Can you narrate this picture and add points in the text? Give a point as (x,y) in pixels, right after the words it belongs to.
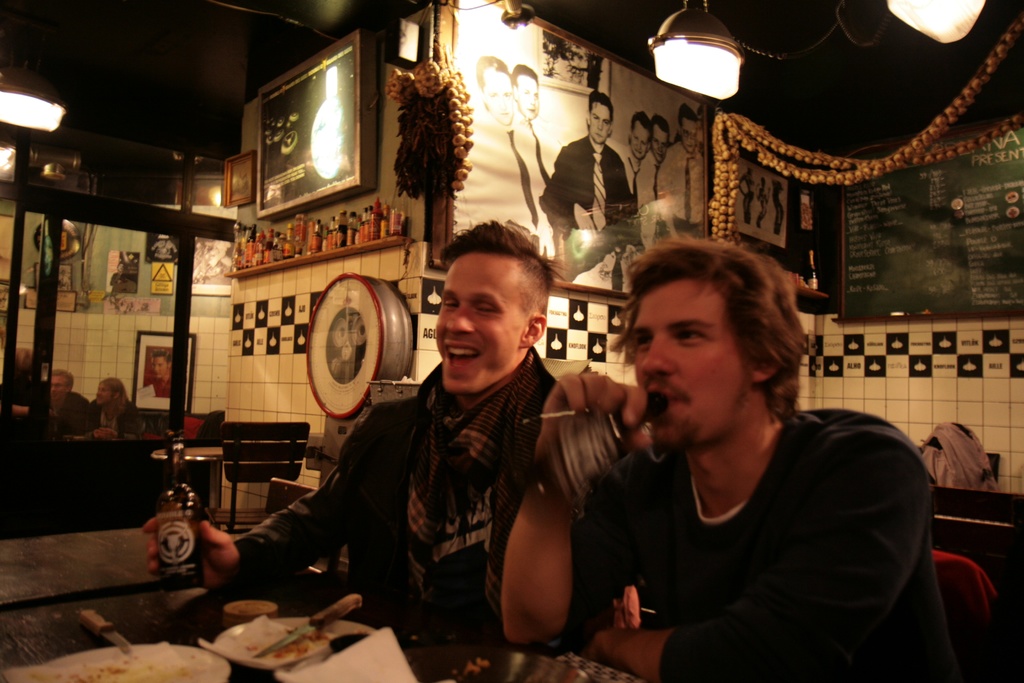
These 2 persons (444,549) are sitting on a chair (982,603). In-front of this person (491,569) there is a table (29,652), on a table (345,617) there is a plate (173,672), knife (292,637) and bottle (197,536). These bottles (243,255) on this shelf (335,254). There are different type of posters (508,137) and pictures (551,190) on wall (388,124). This is a garland (718,129). On top (951,18) there are lights (924,27). Far the persons (128,424) are sitting on a chair (149,422).
